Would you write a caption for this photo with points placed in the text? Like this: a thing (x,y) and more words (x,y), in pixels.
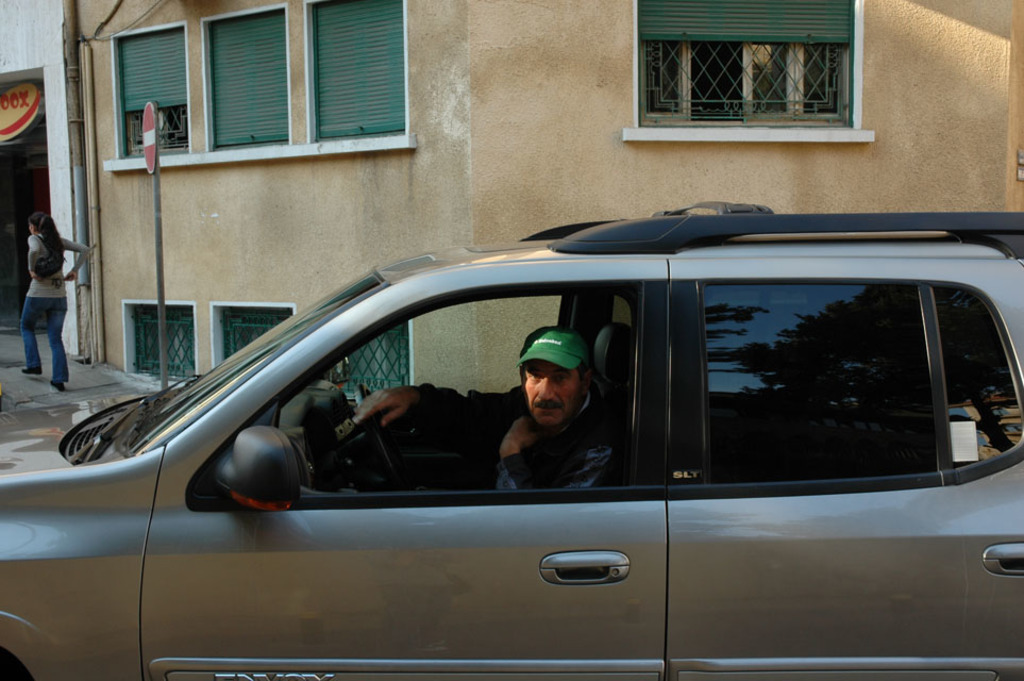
In the image we can see there is a man (607,445) who is sitting in the car (437,584) and he is wearing green colour cap (567,351) and behind him there is a building (280,119) and woman (54,325) is standing on the footpath (75,360).
